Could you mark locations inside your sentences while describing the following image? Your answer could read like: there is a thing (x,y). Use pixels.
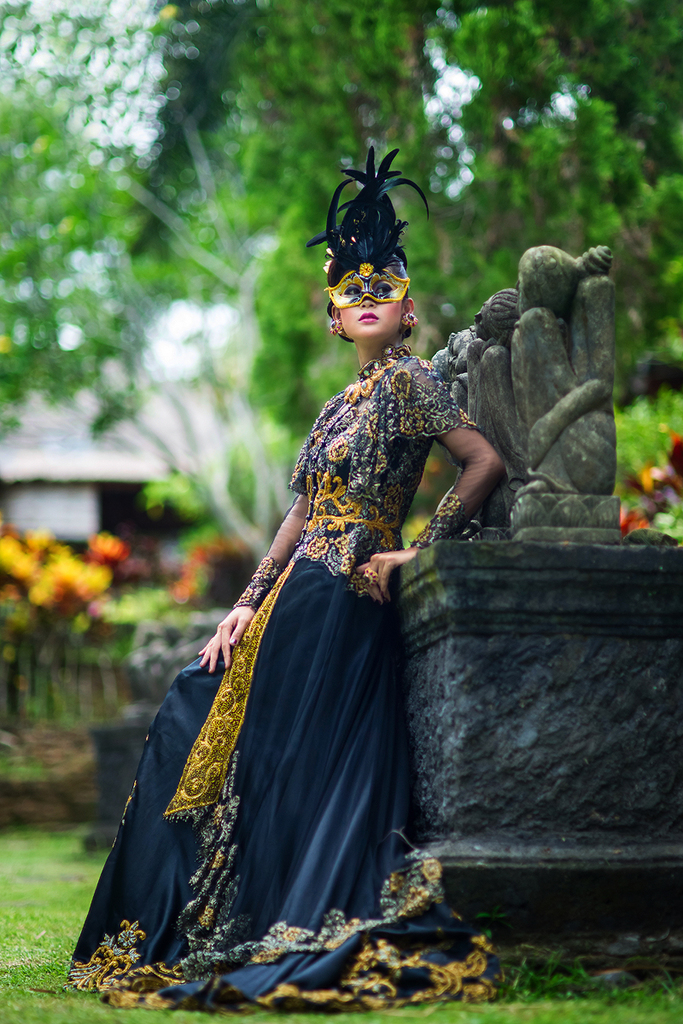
In this image I can see a person (327,685) is wearing blue, yellow dress (246,707). I can see a person (441,422) is wearing a mask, statue (545,538) and few trees (322,298).
